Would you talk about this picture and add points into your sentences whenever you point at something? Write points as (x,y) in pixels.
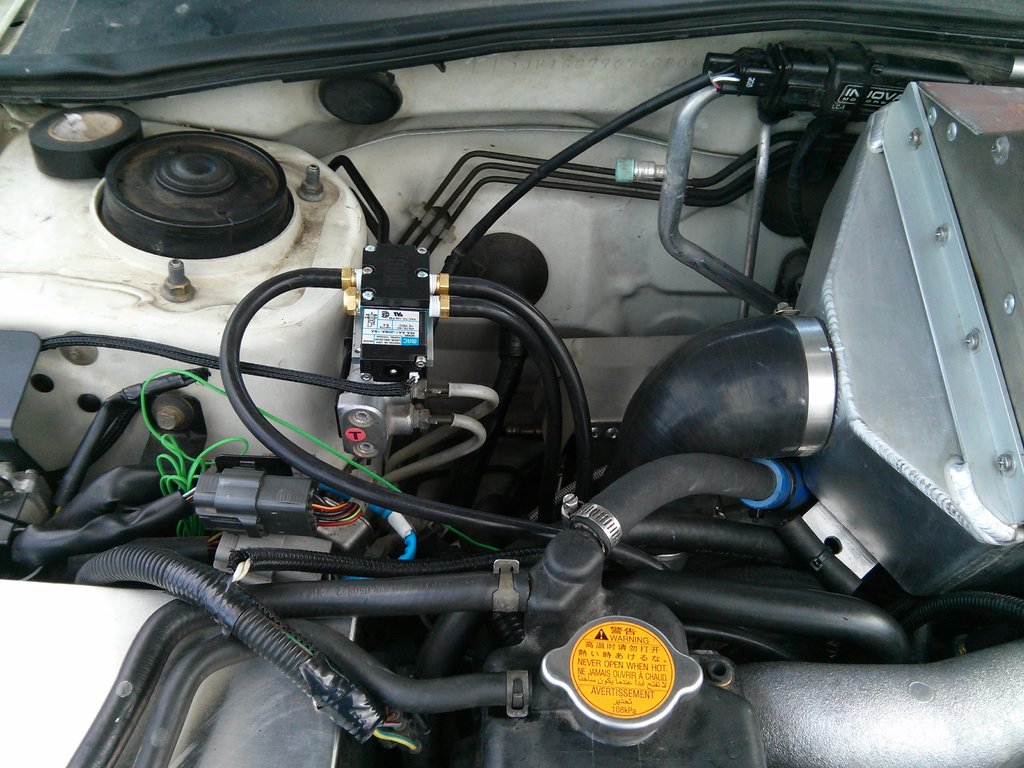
In this image, we can see engine (1016,360), pipes (171,691), rods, cables (639,115) and few objects (906,172). On the left side (58,157) top of the image (108,152), we can see tape (66,140).
